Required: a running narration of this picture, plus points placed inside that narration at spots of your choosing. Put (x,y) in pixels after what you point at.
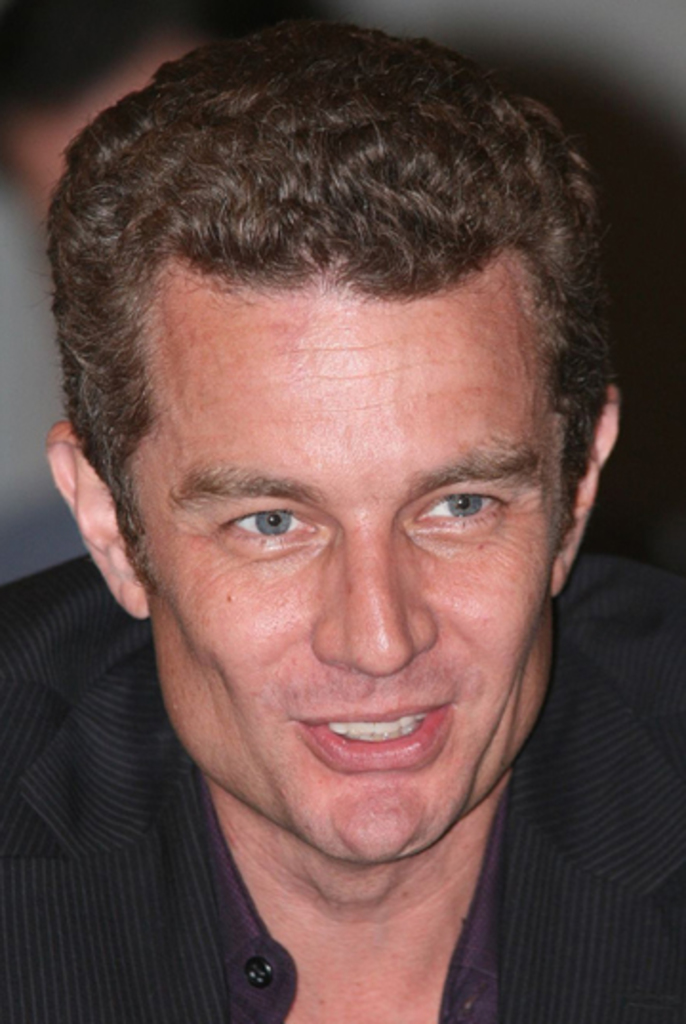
In this picture we can see a man's face (434,681), there is a blurry background (625,58).
